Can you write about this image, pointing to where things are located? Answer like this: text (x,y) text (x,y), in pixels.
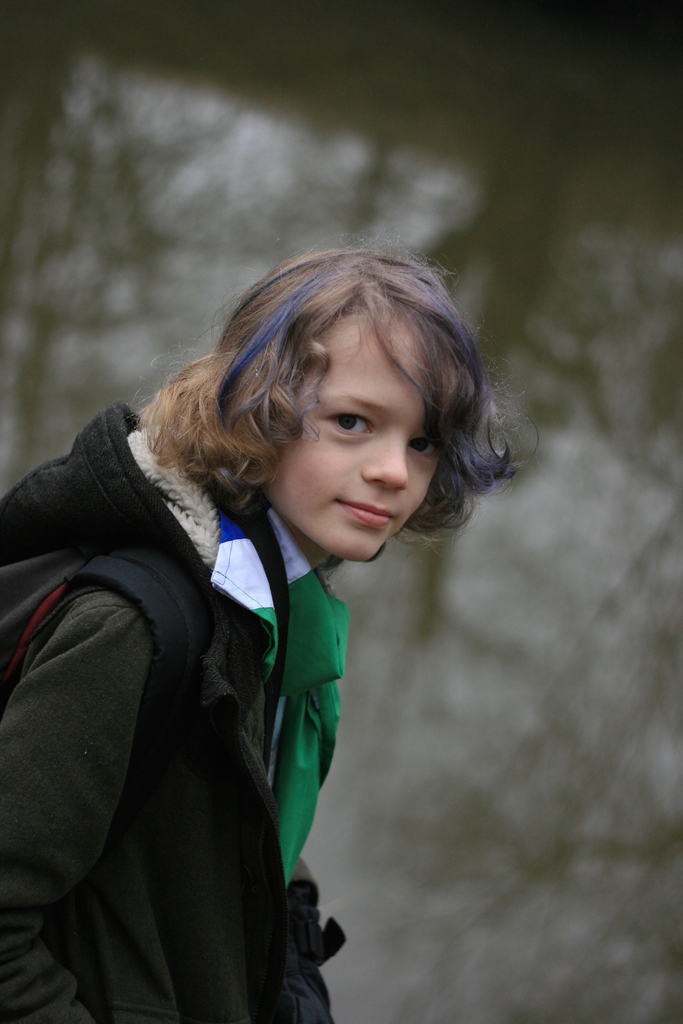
In this image, we can see a person (203,587) who is wearing some clothes (188,945) and standing.
